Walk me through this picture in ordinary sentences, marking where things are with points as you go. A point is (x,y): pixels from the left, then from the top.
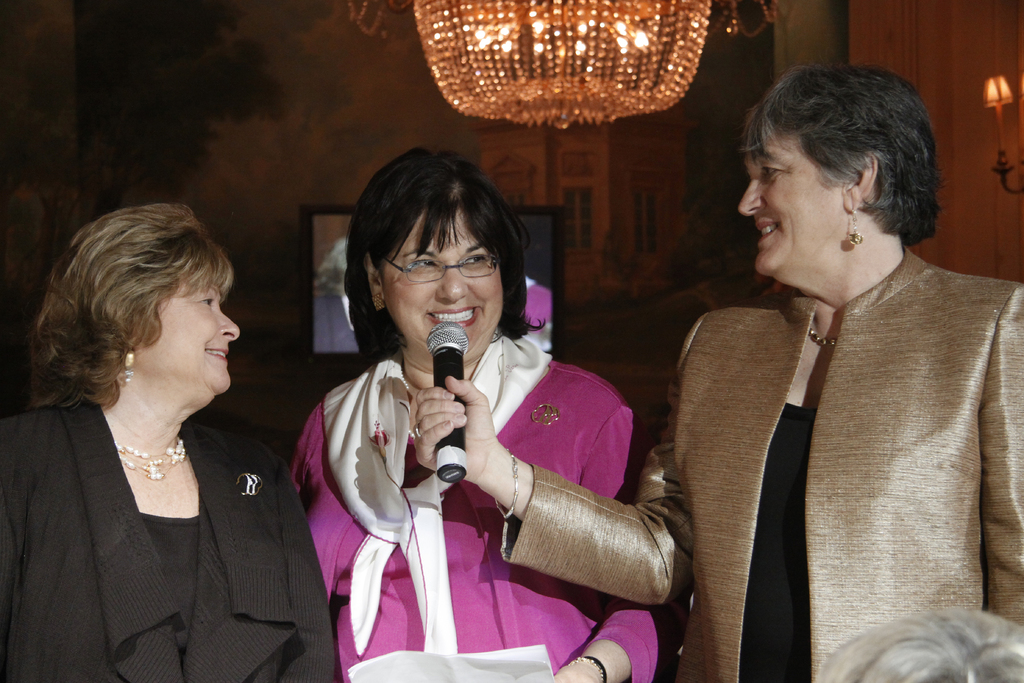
In the image in the center (472,332), we can see three persons (436,517) standing and smiling, which we can see on their faces (176,373). And the right side person (777,483) holding the microphone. in the background (748,253) there is a wall (659,227), monitor (548,267), lights (560,37) and a few other objects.
